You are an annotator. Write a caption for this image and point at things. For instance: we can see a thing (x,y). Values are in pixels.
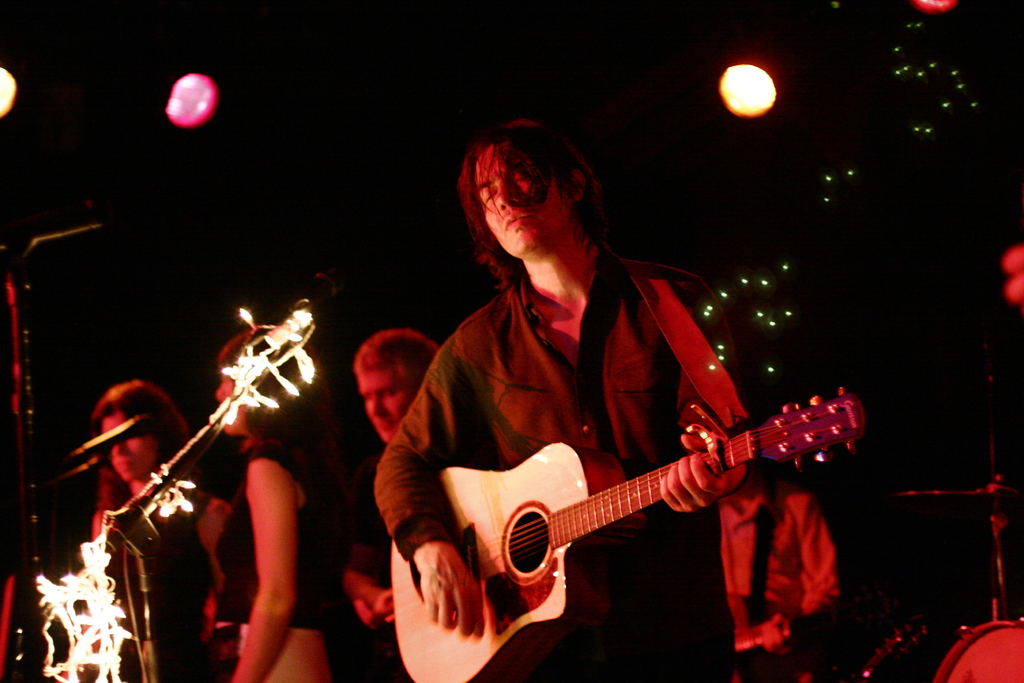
This picture shows a man (452,347) playing guitar (398,556) and there are some lights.
